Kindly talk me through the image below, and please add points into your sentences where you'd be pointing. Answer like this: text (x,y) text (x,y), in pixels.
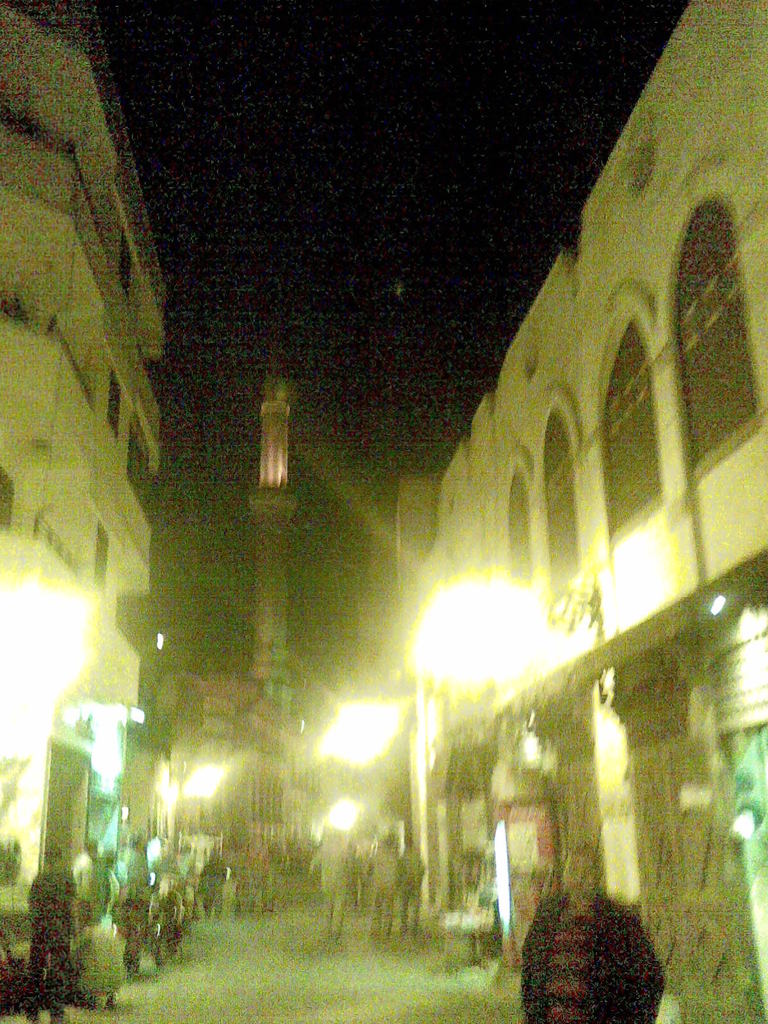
In this image there are group of people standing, buildings (41,344), lights (2,697), and in the background (409,378) there is sky (343,378).
